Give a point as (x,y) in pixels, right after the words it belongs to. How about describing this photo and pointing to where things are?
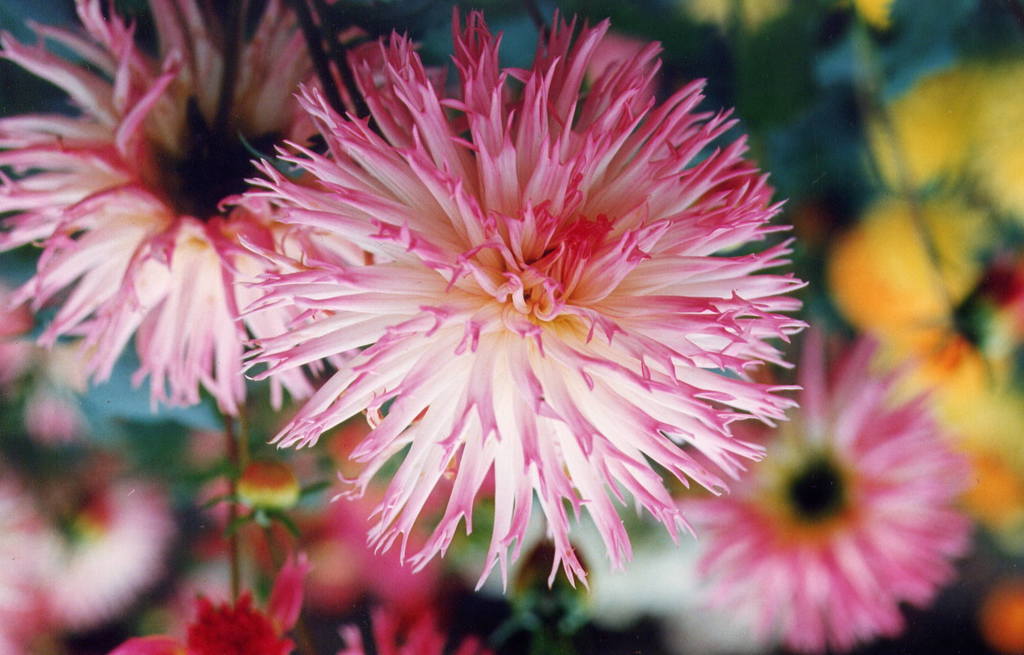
The picture consists of flowers (317,241). The background (973,135) is blurred. In the background (951,398) there are flowers (124,519) and leaves (802,82).
